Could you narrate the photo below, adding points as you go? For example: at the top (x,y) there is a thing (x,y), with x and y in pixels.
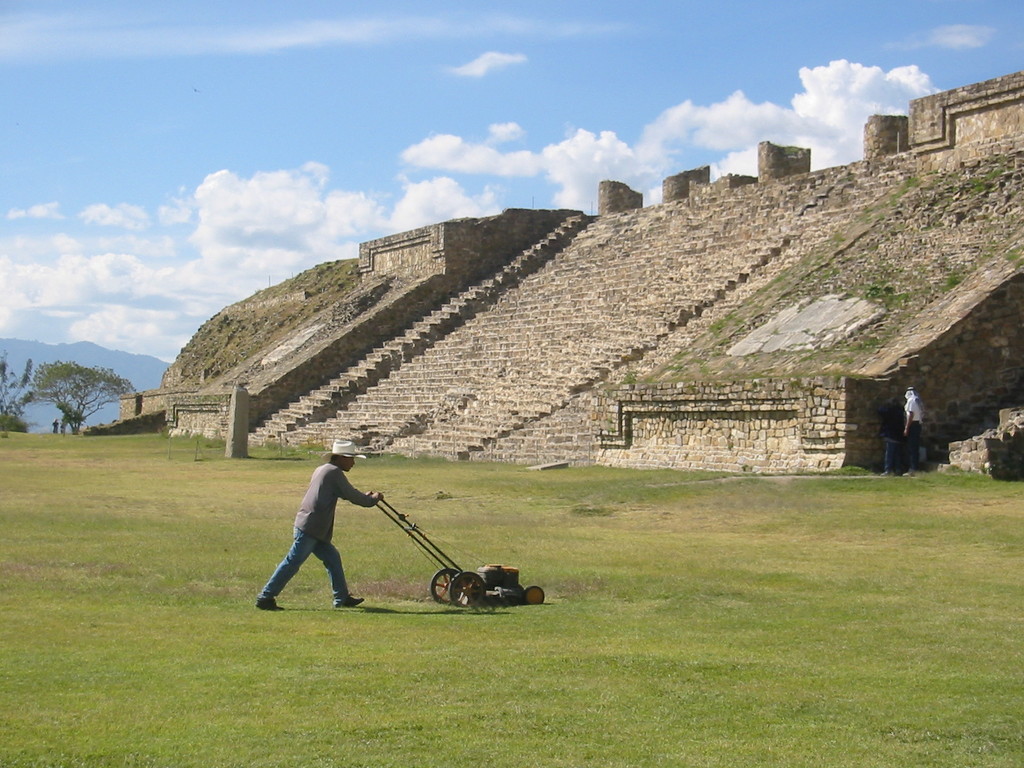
In the picture we can see a grass surface (912,596) on it, we can see a man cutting the grass (901,543) with a machine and pushing it and in front of him we can see some old constructions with steps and beside it, we can see a person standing and on the other side of it we can see a tree (57,389) and behind it we can see the hill (85,357) and the sky (244,249) with clouds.
